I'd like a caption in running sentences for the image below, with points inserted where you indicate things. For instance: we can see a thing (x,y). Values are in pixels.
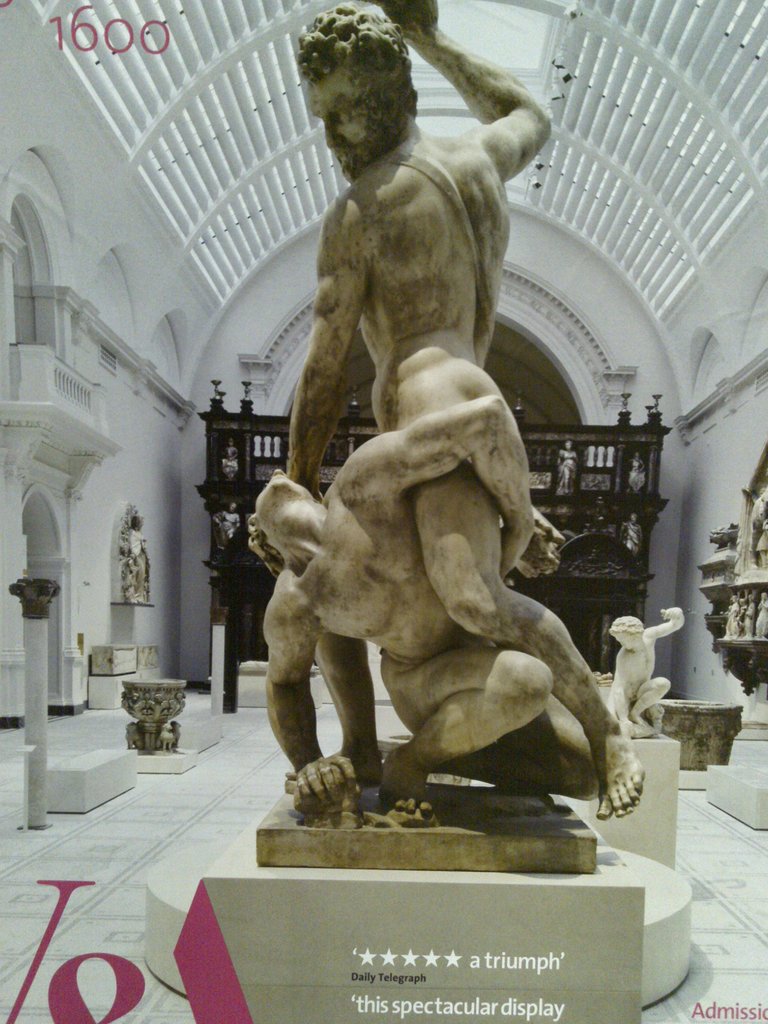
In this image we can see some statues (347,753) and the sculptures (362,761) on the stands (443,942) which are placed on the floor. We can also see a pole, the walls (185,461) and a roof (754,284). On the bottom of the image (487,957) we can see some text (503,960).
